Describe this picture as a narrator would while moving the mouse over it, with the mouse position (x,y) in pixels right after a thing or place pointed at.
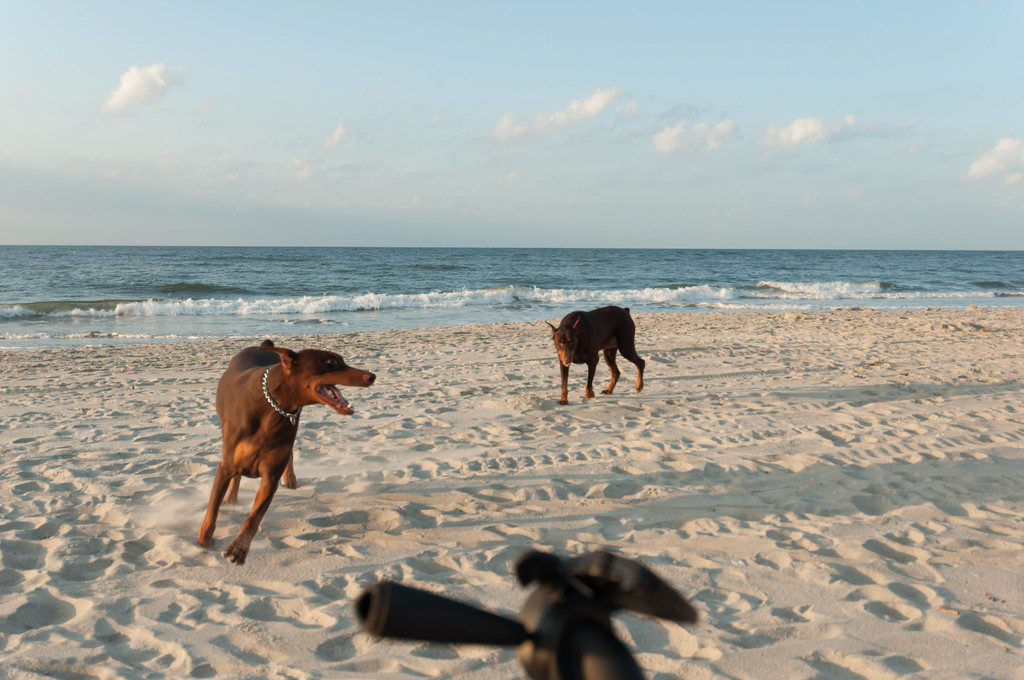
In this image we can see a beach (516,423) and an ocean (171,301). On beach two dogs (599,321) are there. Bottom of the image (542,625) one black color thing (538,604) is present. The sky (551,73) is in blue color with some clouds (133,101).
